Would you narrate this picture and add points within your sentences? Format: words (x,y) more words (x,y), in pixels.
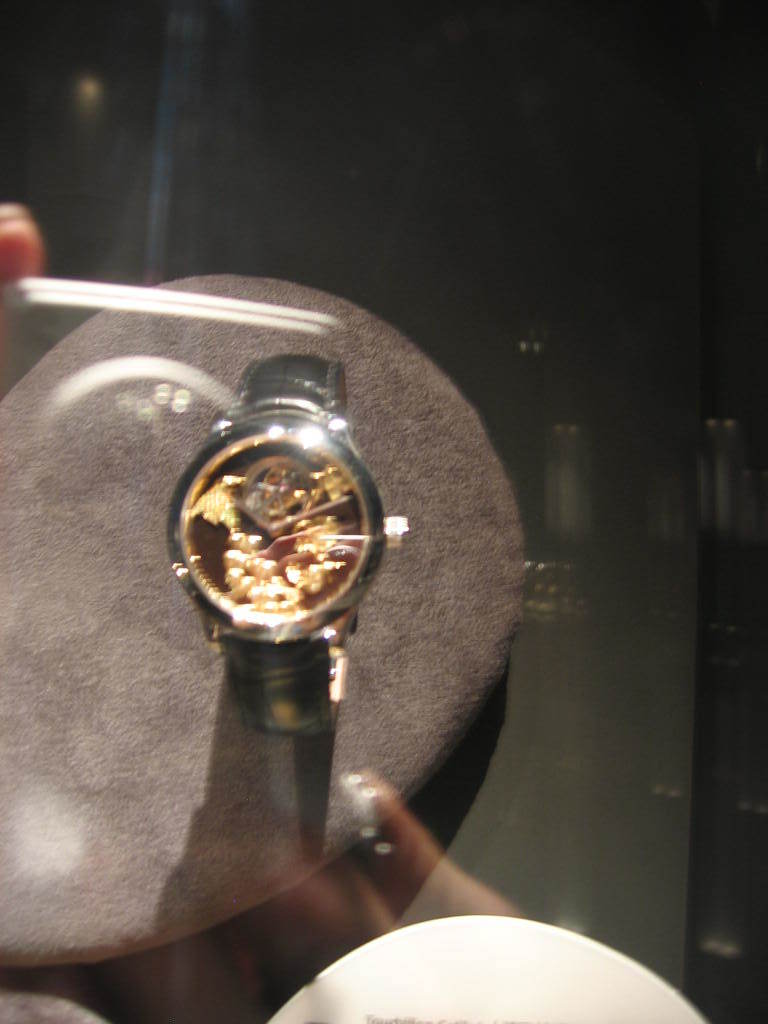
In this image we can see a watch (321,699) to the stand (405,601).
